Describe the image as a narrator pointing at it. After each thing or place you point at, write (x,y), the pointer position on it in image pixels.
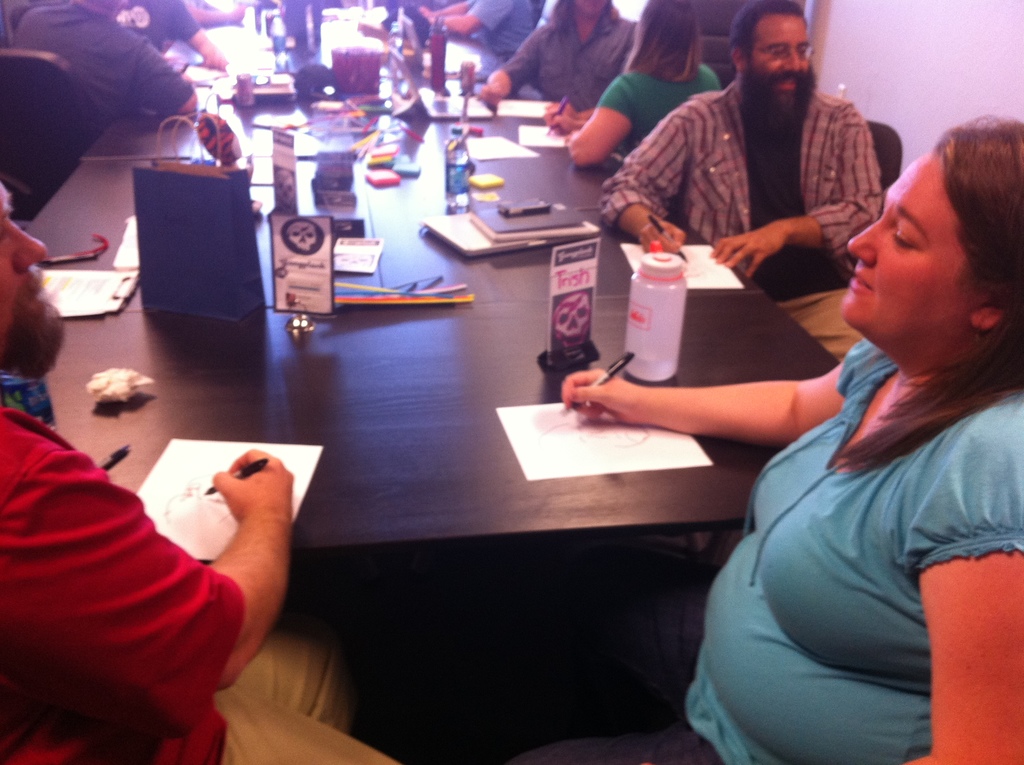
There are many persons (87,70) sitting in this room (488,12). In front of them there is a table (377,193). Everyone is holding pen (659,222). There are papers (352,264), bottles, books (533,222) and many other items (398,148) on this table (414,220).
